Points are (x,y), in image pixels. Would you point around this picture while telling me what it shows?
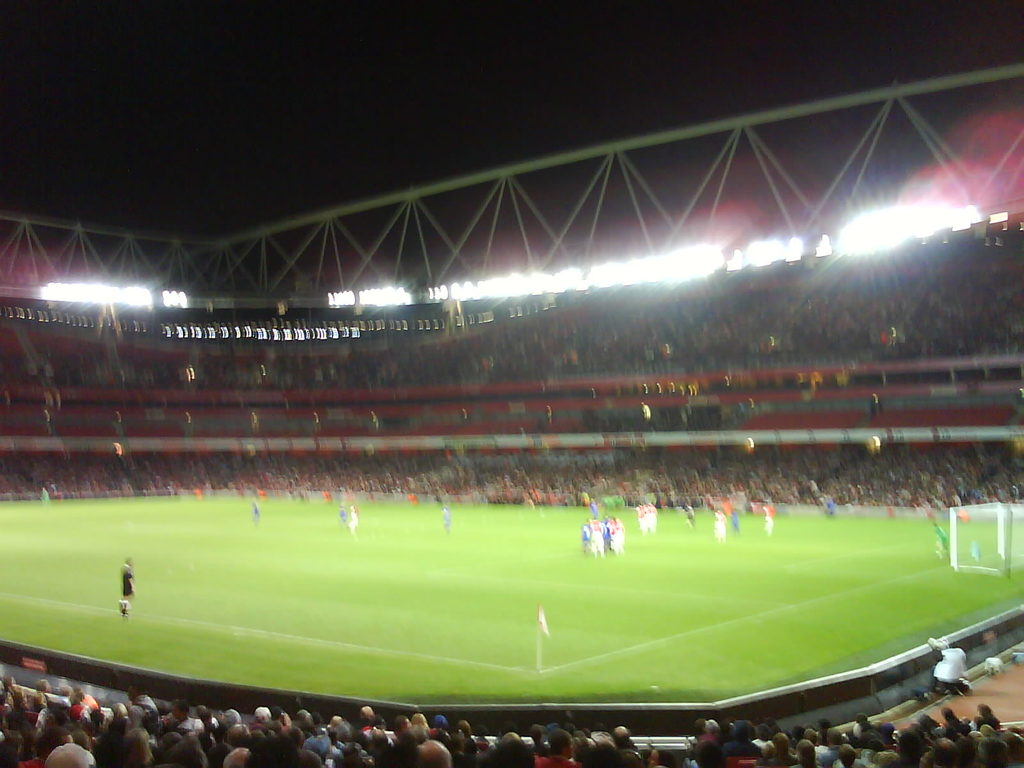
In this picture there is a football stadium (310,534). In the front (396,565) there are many players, playing in the ground (438,624). Behind there is a stadium seat (882,427) with full of audience (375,383). On the top (377,248) there is a metal frame (910,132) with many spotlights (685,257).
